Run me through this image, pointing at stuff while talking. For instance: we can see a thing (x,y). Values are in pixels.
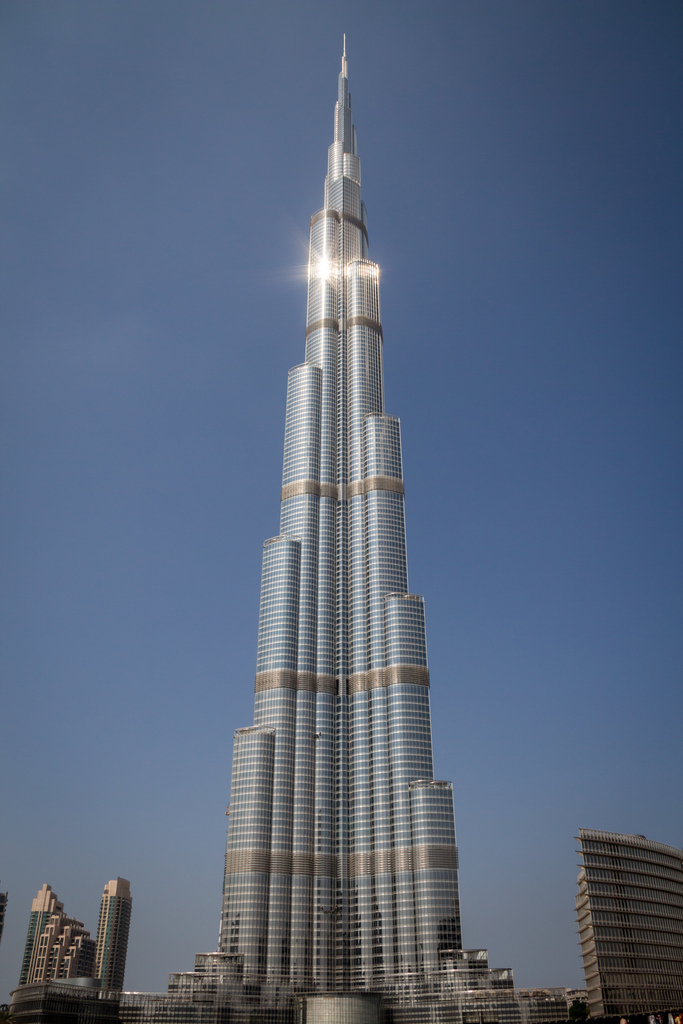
In this picture I can see the buildings (422,966) at the bottom (424,1013), in the background (476,903) there is the sky (565,613).
